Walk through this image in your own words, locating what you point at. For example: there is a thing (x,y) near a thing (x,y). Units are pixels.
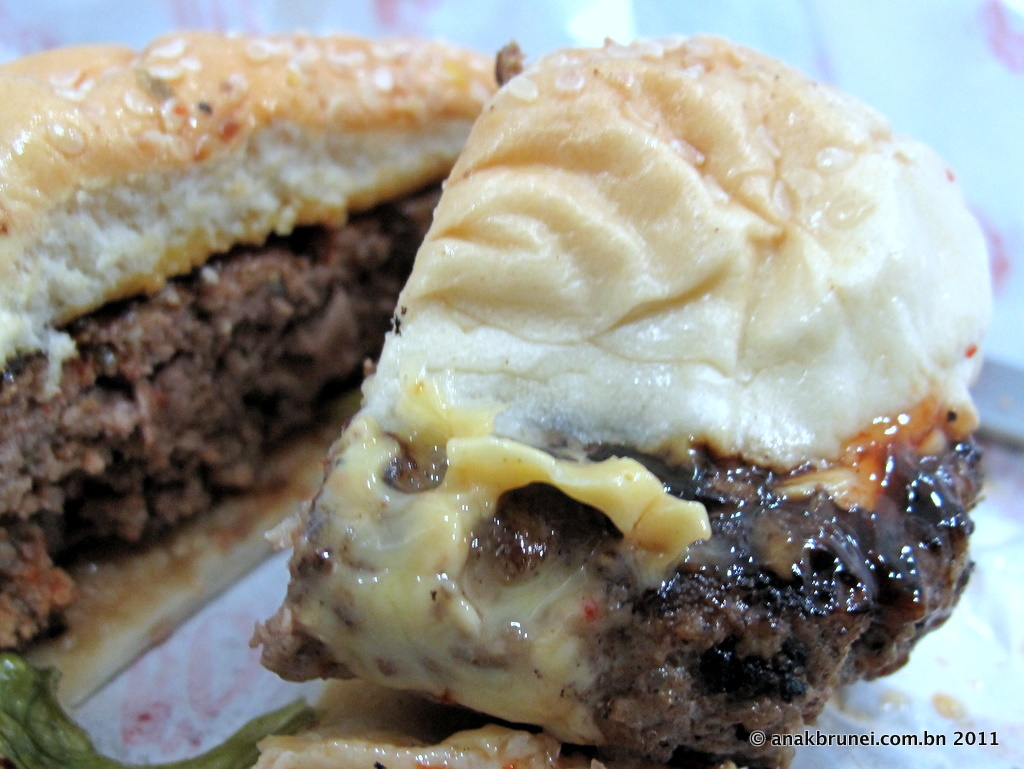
In this image there is a wrapping paper (880,100), in that wrapping paper (969,188) there is food item (718,536), in the bottom right (864,734) there is text (904,740).
